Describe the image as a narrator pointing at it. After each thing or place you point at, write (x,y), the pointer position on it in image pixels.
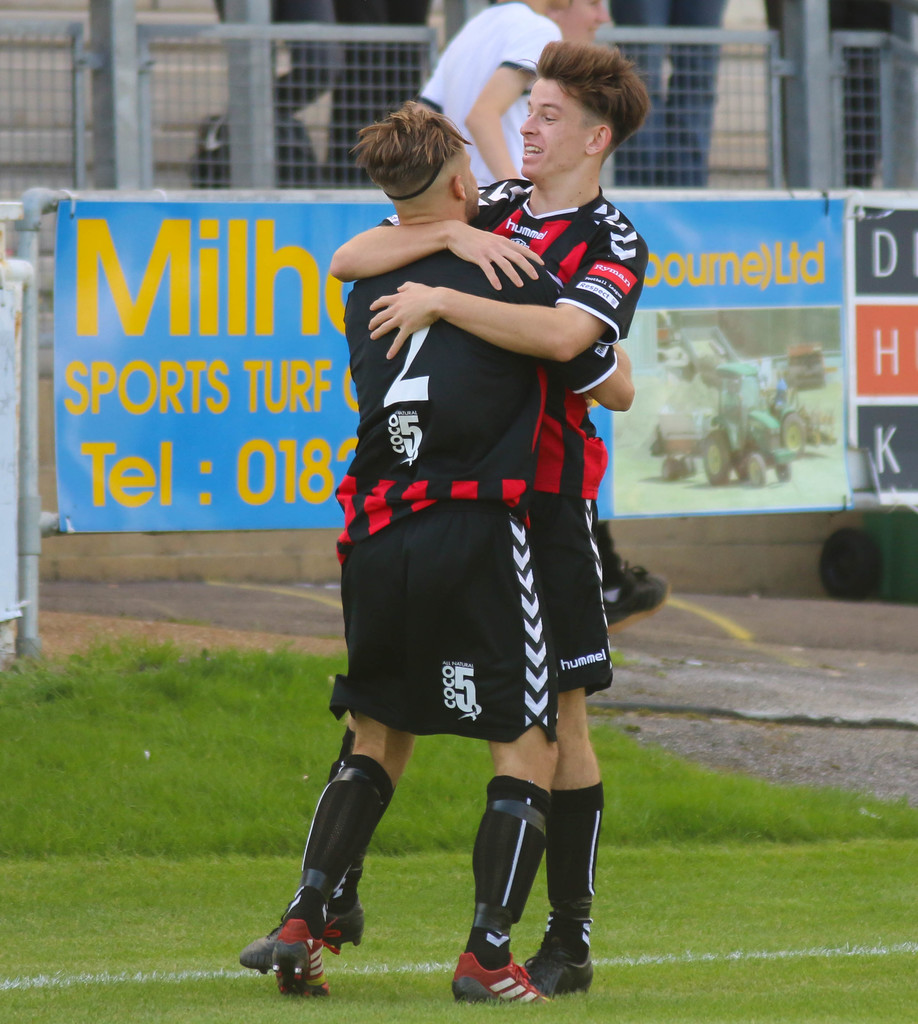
There are two men (509,513) standing and giving hugs to each other as we can see in the middle of this image (470,553). We can see a boundary wall (413,37) and some people (472,54) are present in the background (497,75). We can see a grassy land (218,820) at the bottom of this image (213,841).
